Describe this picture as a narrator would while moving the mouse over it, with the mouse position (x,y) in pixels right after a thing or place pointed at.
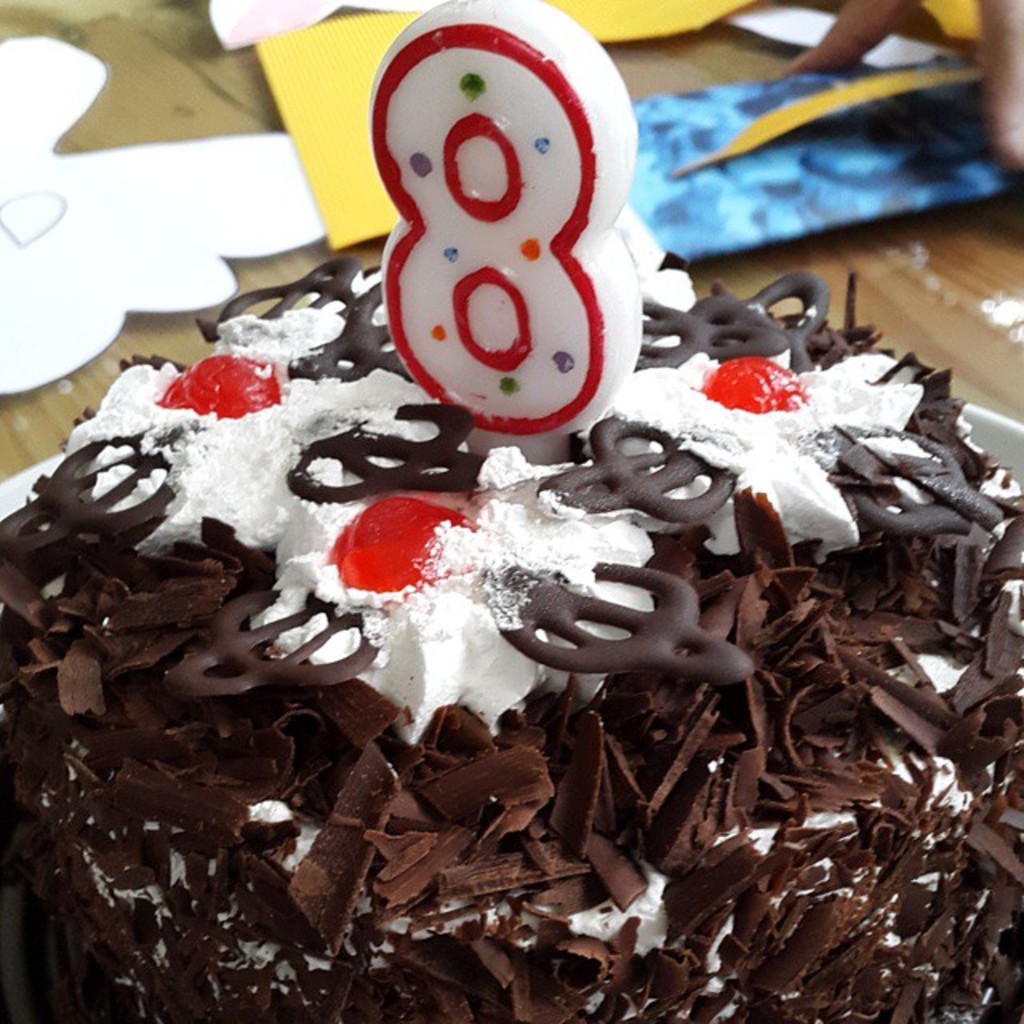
In this image we can see a cake (456,471) on the table (944,236). In the background of the image (1005,125) there is a person's hand (815,49).
